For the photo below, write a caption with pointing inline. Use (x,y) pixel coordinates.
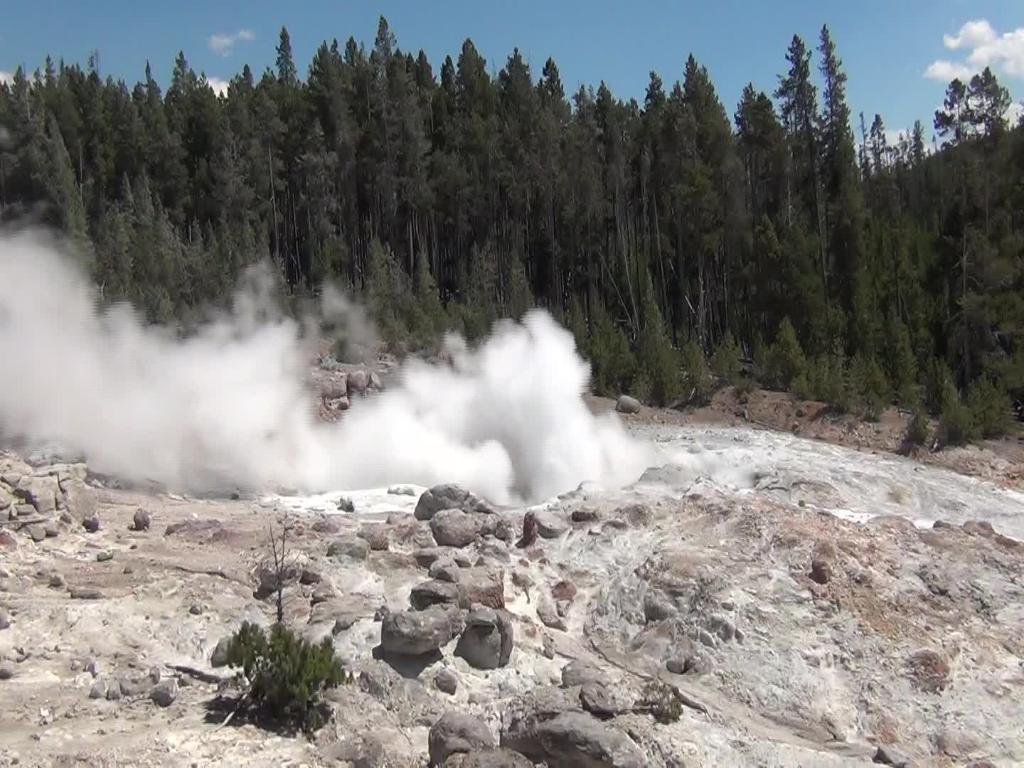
In this image, I can see the trees (872,281) and plants (641,382). These are the rocks (310,577). I think this is a hill (765,624). This looks like a smoke (305,426).
